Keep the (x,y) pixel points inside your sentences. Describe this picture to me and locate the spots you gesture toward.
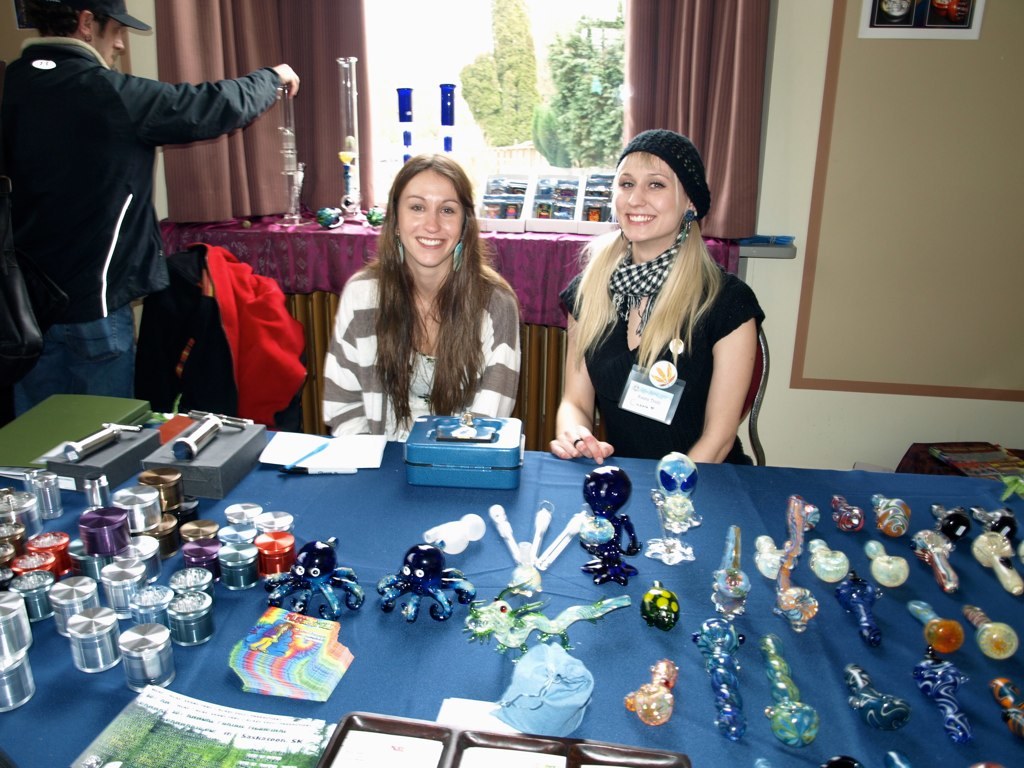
In this picture we can see two women (722,376) sitting on chairs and smiling and in front of them on the table (840,646) we can see jars (146,600), toys (311,564) and some objects (73,462) and in the background (17,102) we can see a man (19,120) standing, curtains (290,56), trees (592,93), poster (917,31) on the wall (858,297).
